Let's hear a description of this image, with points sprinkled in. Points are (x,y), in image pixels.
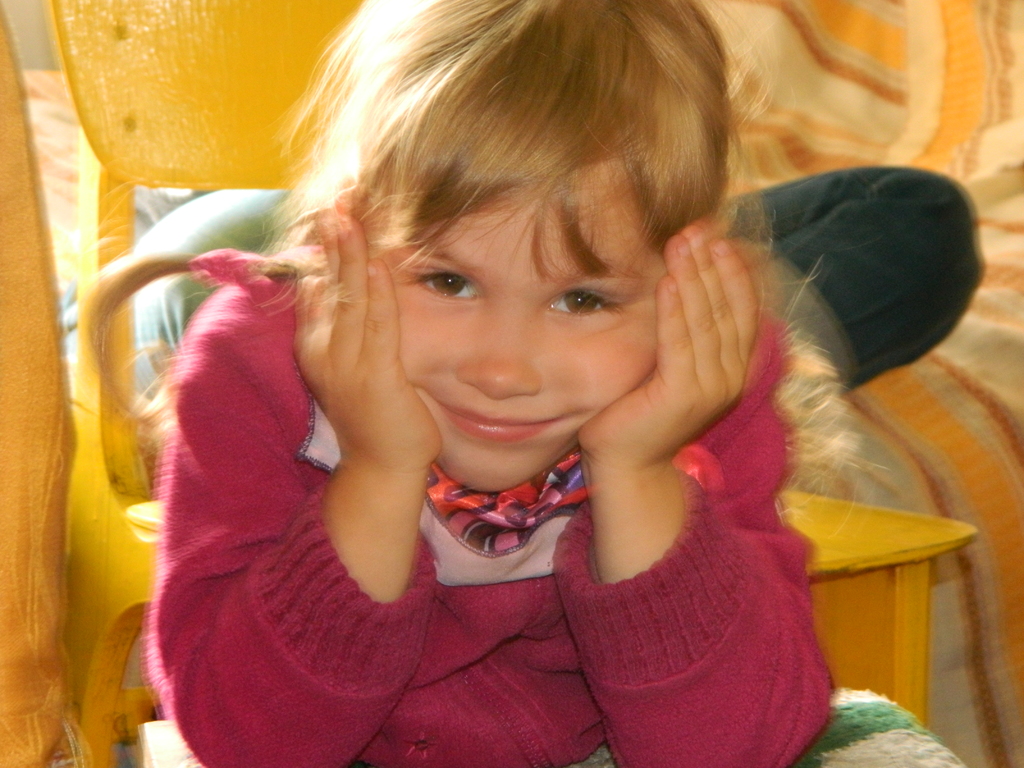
This picture seems to be clicked inside. In the foreground (515,453) there is a girl (435,339) wearing pink color sweater (463,614), smiling and seems to be sitting on the chair (842,561). In the background (121,134) we can see a wooden chair (207,50) and a person (901,249) seems to be sitting on the chair (144,17) and we can see there are some other objects (7,527).
